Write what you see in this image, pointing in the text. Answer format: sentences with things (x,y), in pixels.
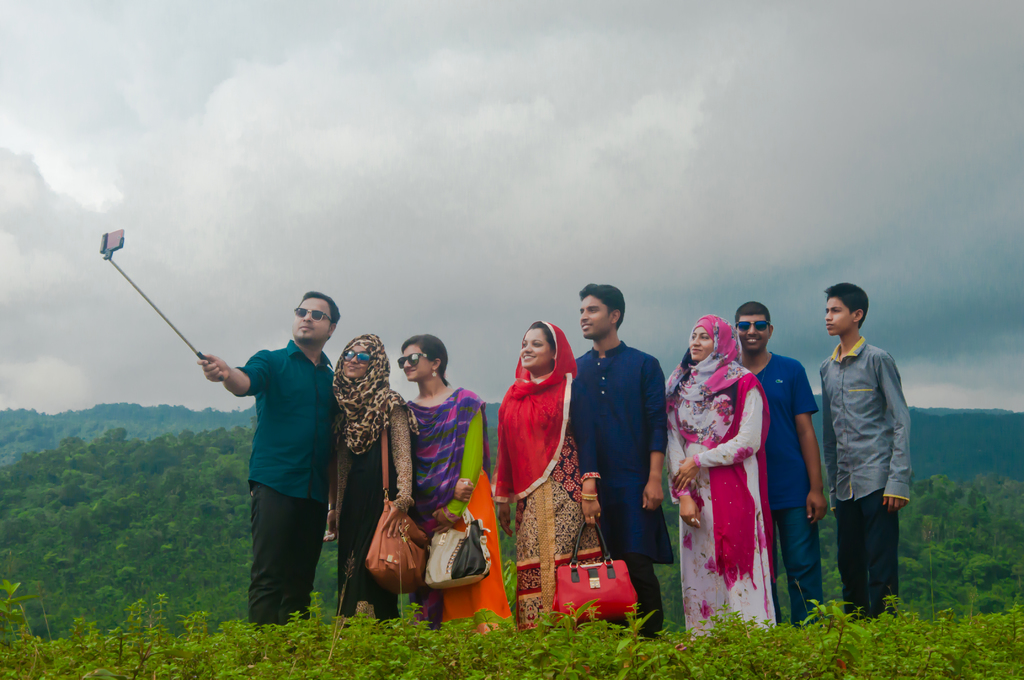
In front of the image there are plants (443,633). There is a person (316,486) holding the selfie stick (101,252). Beside him there are a few other people (853,291) standing. In the background of the image (959,481) there are trees (909,608). At the top of the image (560,128) there are clouds (569,124) in the sky (637,134).
